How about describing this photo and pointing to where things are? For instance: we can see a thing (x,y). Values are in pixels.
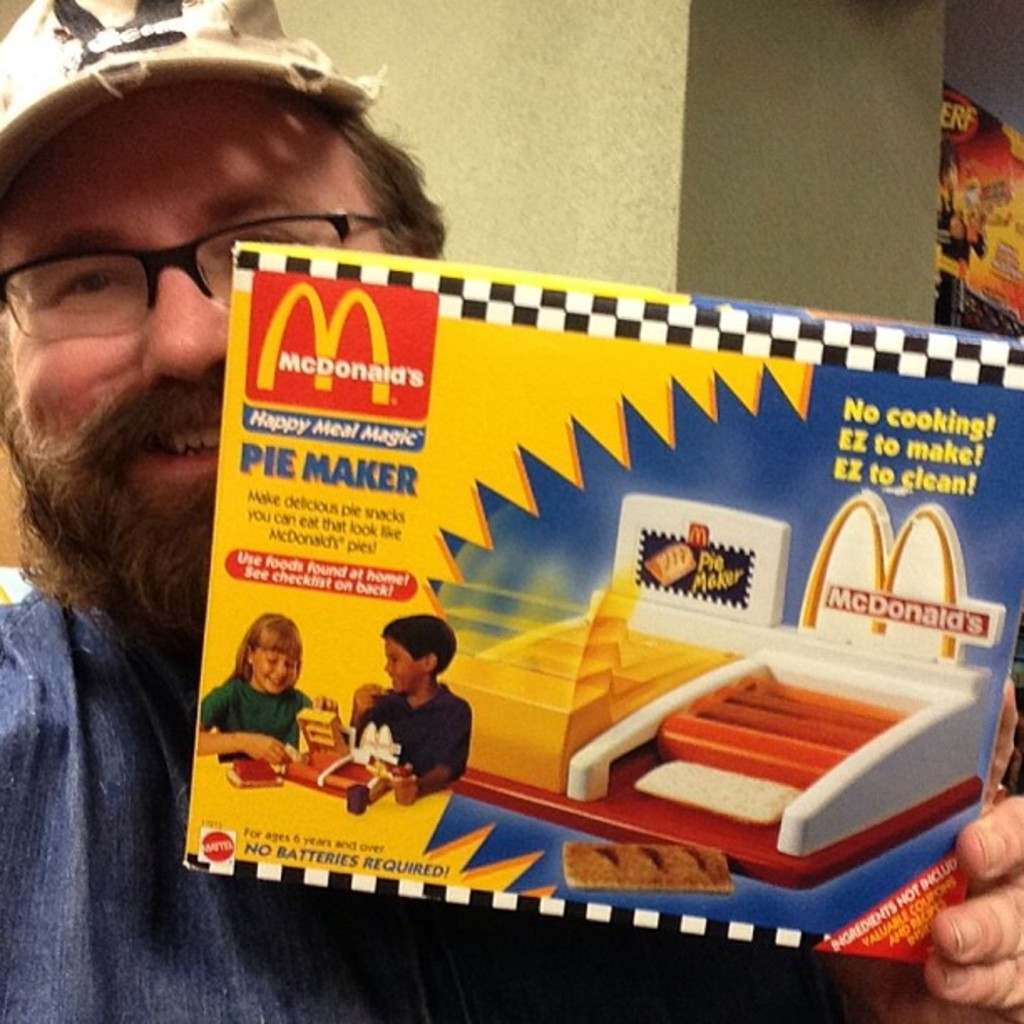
In this image we can see a man (184,757) holding a box (384,680) containing some pictures (447,702) and text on it. On the backside (866,214) we can see a wall (673,195) and a poster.
